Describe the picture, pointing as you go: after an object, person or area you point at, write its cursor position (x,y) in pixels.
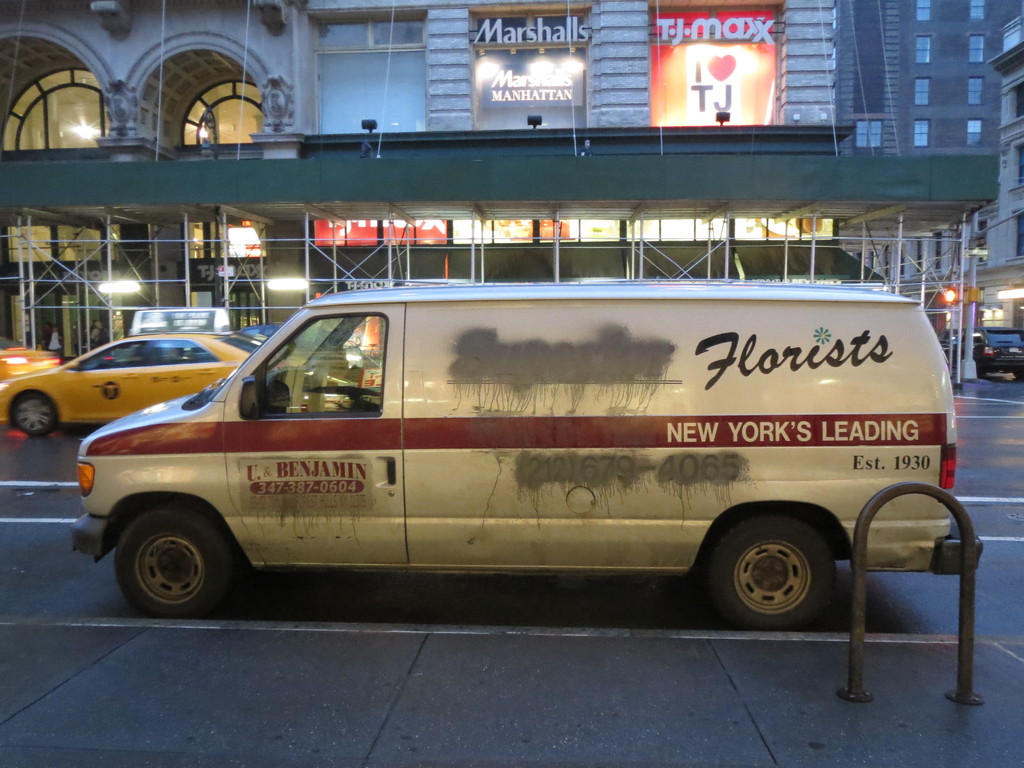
In this picture I can see the path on which there are few vehicles (595,382) and on right side of this picture (859,599) I can see a rod (855,618). In the background (343,221) I can see the buildings (202,89) and I can see the lights (375,229). On the top of this picture (754,21) I can see 2 boards (728,25) on which there are words (731,37) written.
